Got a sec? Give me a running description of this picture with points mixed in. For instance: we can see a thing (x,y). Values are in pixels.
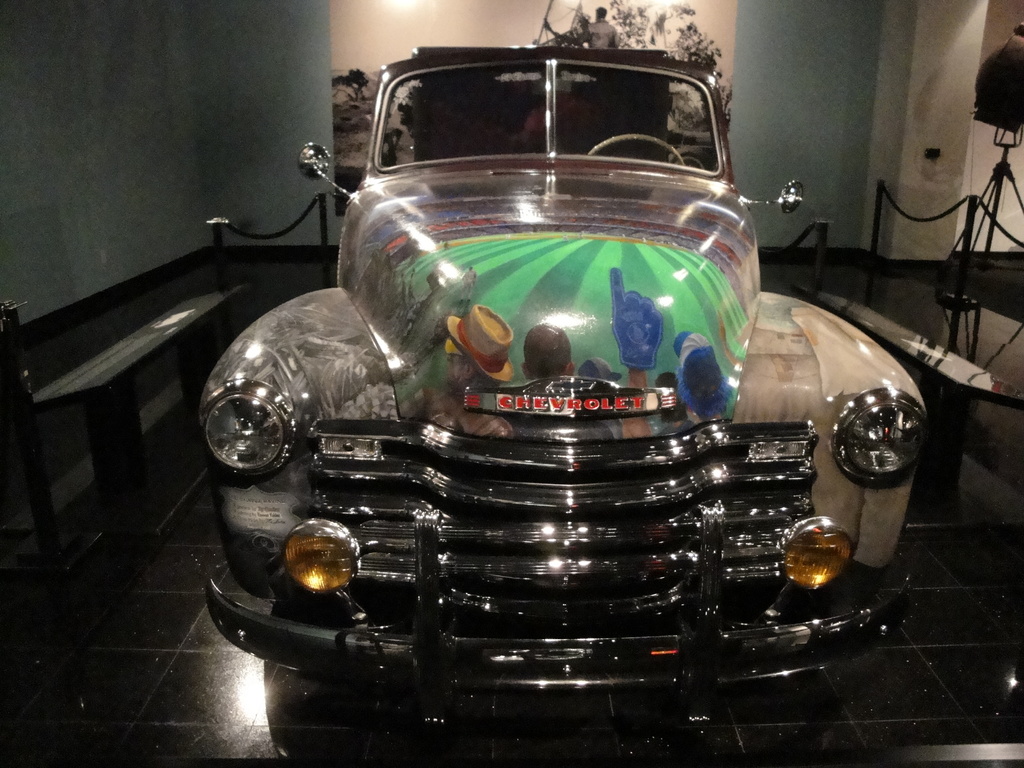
Here we can see a car (682,388) on the floor (856,670). In the background (330,229) there is a fence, table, frame (341,13) on the wall (157,30) and on the right (1008,163) there is an object (1007,100) on a stand (1006,155) on the floor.
